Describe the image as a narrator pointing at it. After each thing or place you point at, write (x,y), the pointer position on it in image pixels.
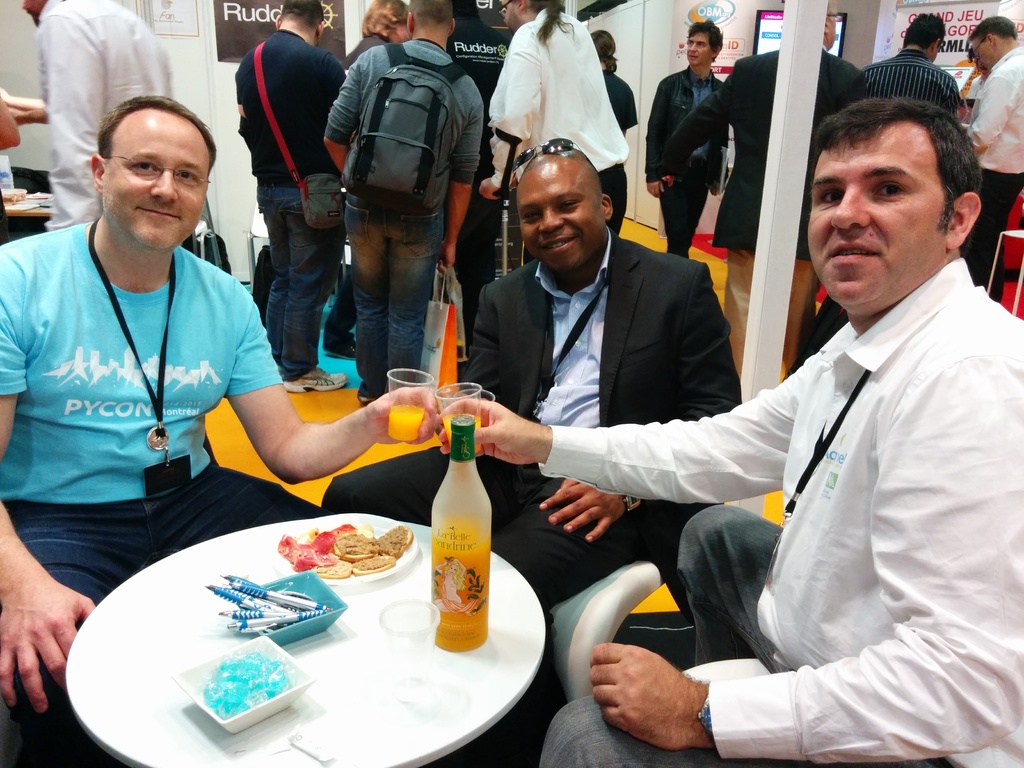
In the image there are three men (564,354) sitting around table (376,588) with a drink bottle (454,606), meat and toasts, pens (250,589), glass (403,631) on the table (372,630) and behind there are few persons (334,127) standing all over the place.
